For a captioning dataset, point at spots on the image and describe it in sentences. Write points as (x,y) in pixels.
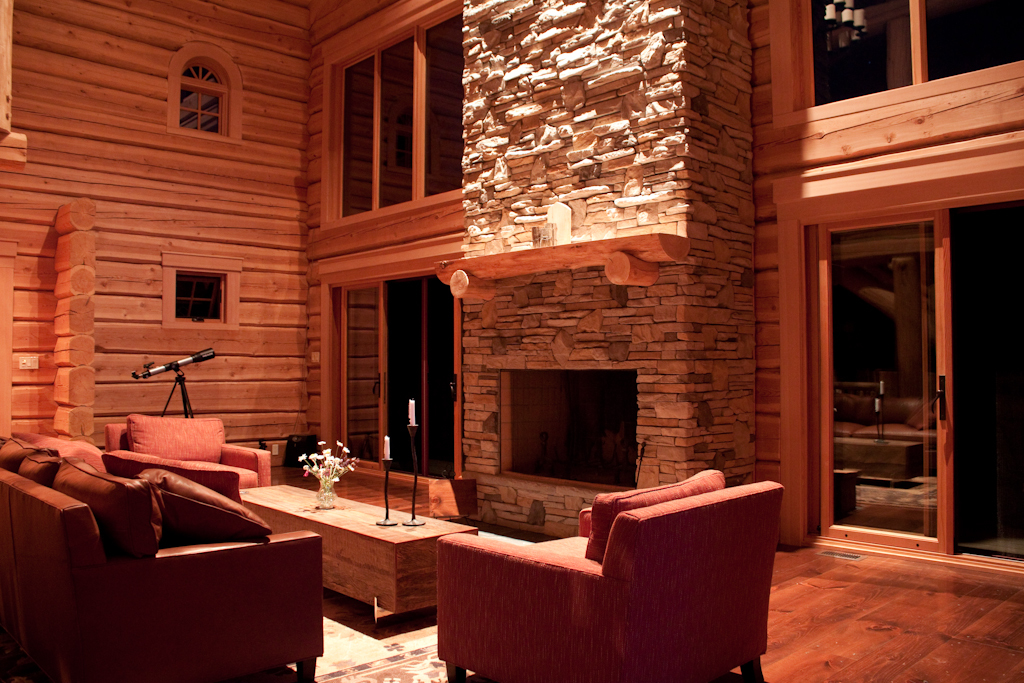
This picture is taken in a room (848,553), There are some sofas (446,613) which are in red color, There is a table (285,516) which is in brown color, There are some walls (135,234) of wood (164,208) in yellow color, In the right side (865,478) there is a door (843,398) made up of wood (864,204) in yellow color.
